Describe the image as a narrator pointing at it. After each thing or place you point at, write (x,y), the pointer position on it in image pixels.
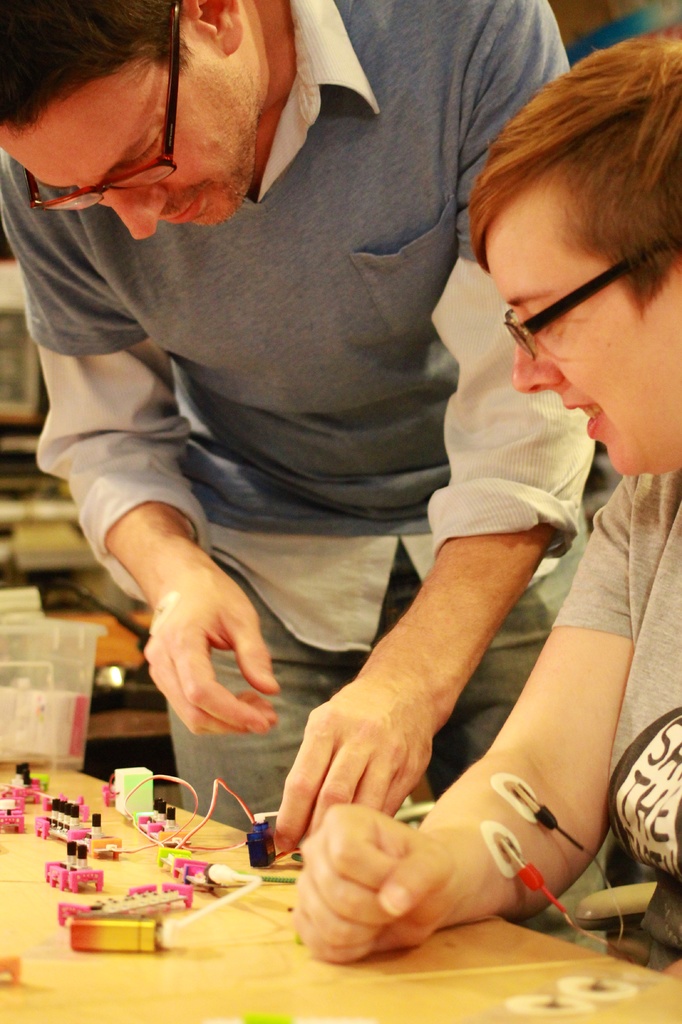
In this picture I can see a table (29,993) in front (63,993), on which there are wires (169,839) and few things (29,718). Behind the table (468,980) I can see 2 persons (336,138) and I see that both of them are wearing spectacles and on the hand (531,854) of the right person (659,898) I can see a black and red color thing (525,799).
